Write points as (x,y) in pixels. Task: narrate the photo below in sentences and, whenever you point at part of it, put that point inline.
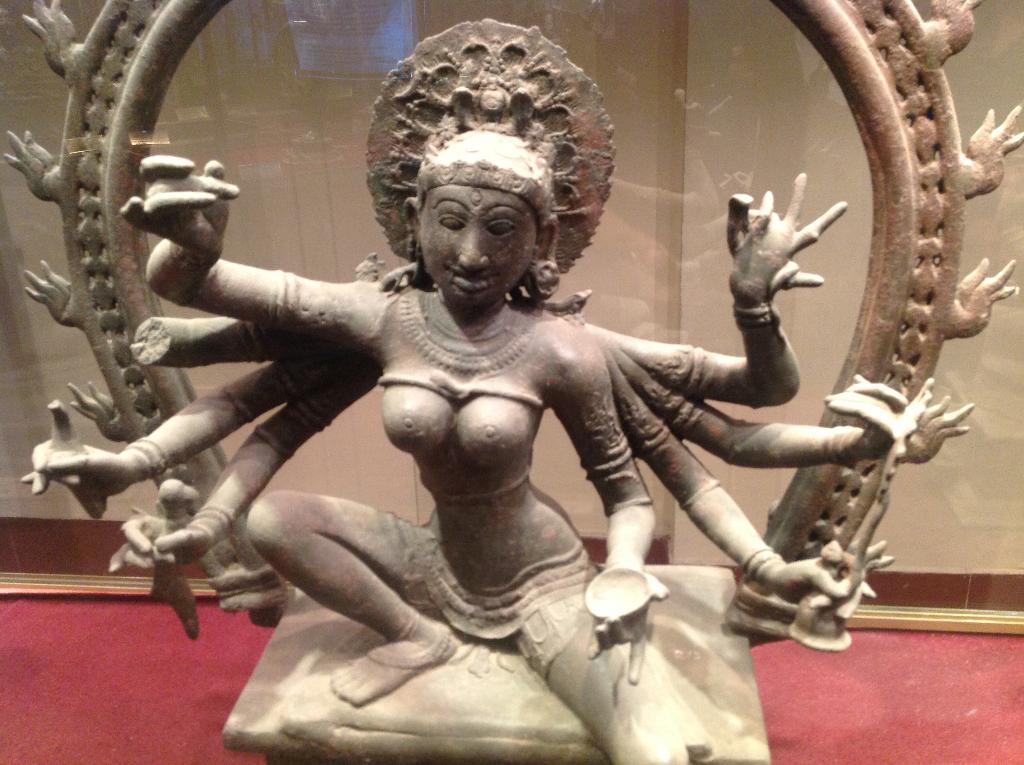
In this image we can see a statue (397,581) with many hands (751,553) and a crown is placed on the red color surface (118,734). In the background (1005,599), we can see the wall (341,140).
